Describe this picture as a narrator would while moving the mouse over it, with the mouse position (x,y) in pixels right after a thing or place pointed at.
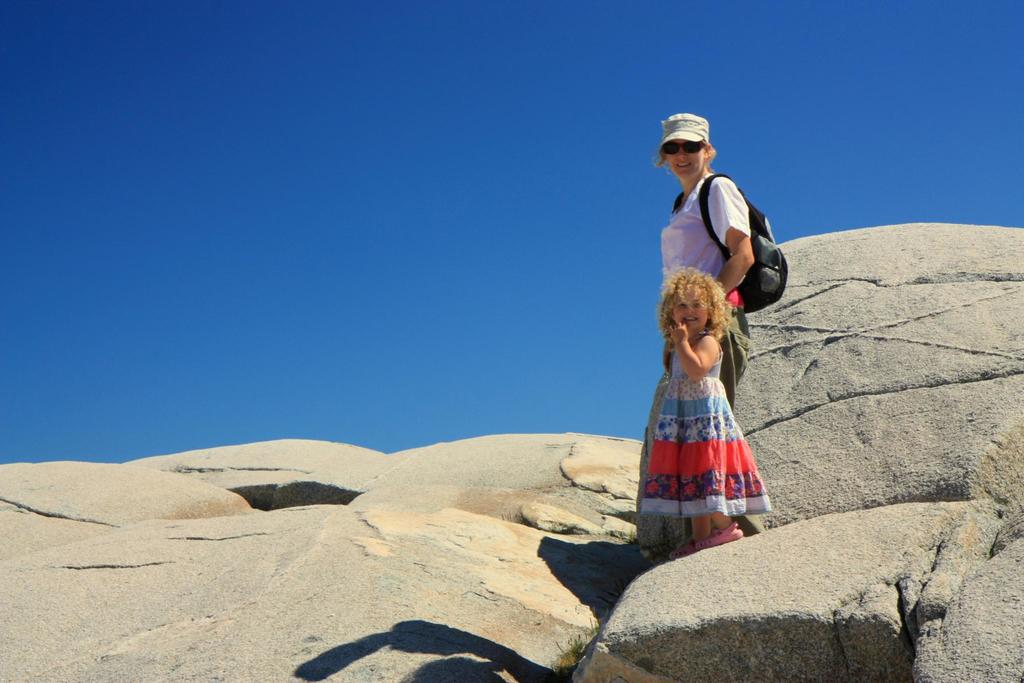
In this image, we can see a person (709,199) and kid (677,414) on the rock hill (711,569). In the background of the image (354,164), there is a sky (810,193).
